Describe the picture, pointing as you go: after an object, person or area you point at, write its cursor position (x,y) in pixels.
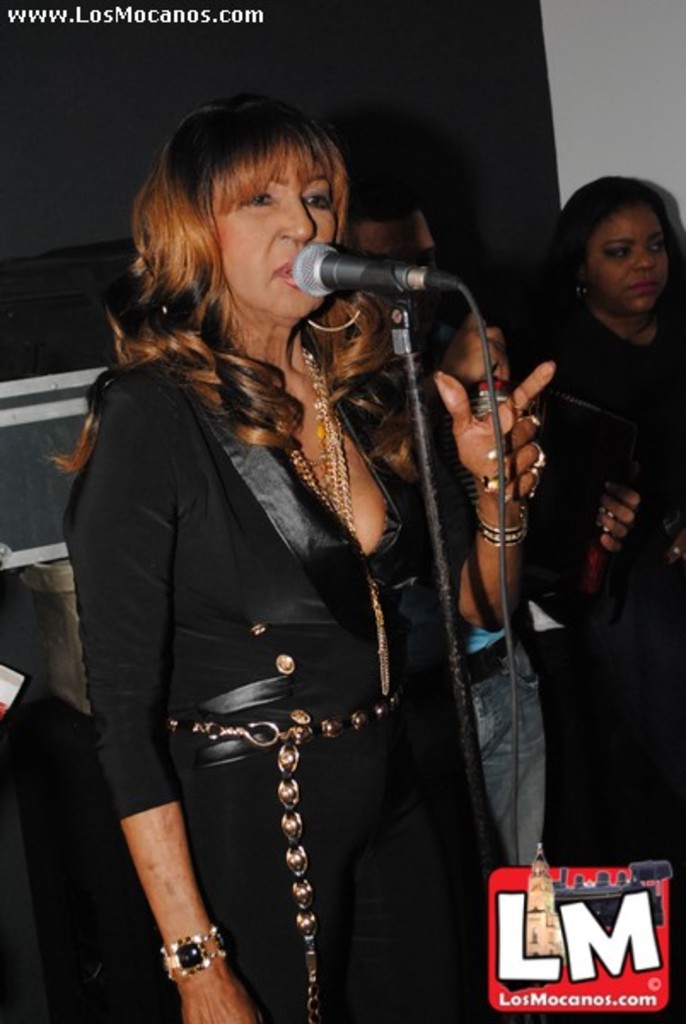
In this image, we can see persons (653,595) wearing clothes (311,730). There is a person (245,426) in the middle of the image (378,641) standing in front of the mic (318,276). There is a logo (577,936) in the bottom right of the image (594,948).
